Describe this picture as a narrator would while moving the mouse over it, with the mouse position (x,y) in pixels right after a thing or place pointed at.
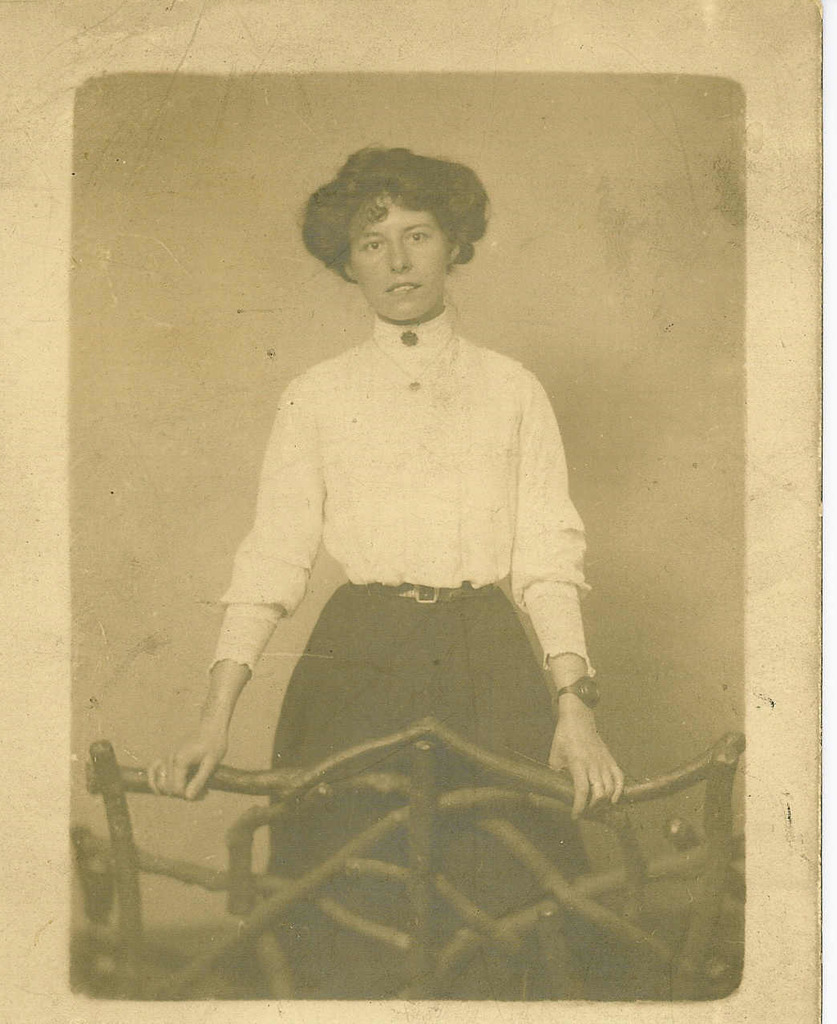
In this picture we can observe a woman (513,743), standing behind the railing (127,926). She is wearing a shirt (336,472) and a skirt (386,646). This is a black and white image.
